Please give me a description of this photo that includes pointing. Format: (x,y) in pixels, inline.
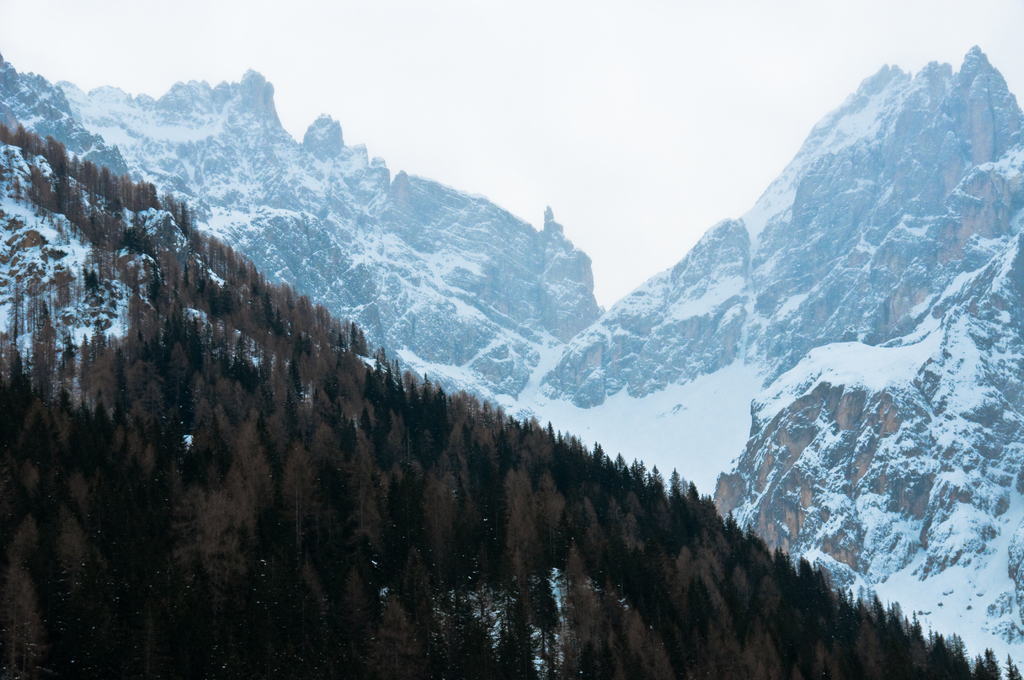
This picture is taken from outside of the city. In this image, we can see some trees (356,490) and plants (469,546). In the background (968,181), we can see some mountains (710,309) which are filled with snow (665,440) and rocks (544,260). At the top (583,111), we can see a sky (525,124).
